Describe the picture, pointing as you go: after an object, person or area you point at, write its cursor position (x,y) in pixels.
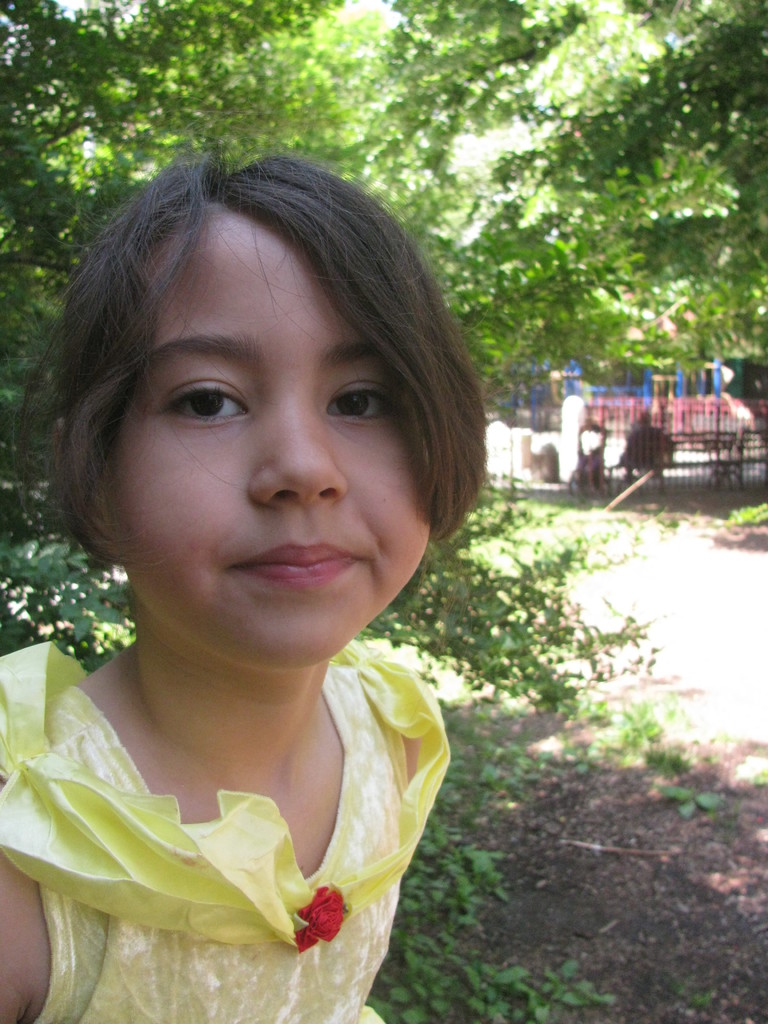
In this image I can see a girl (388,668) is looking at this side, she wore yellow color dress (229,874). There are trees (301,8) at the backside of an image (598,313).
